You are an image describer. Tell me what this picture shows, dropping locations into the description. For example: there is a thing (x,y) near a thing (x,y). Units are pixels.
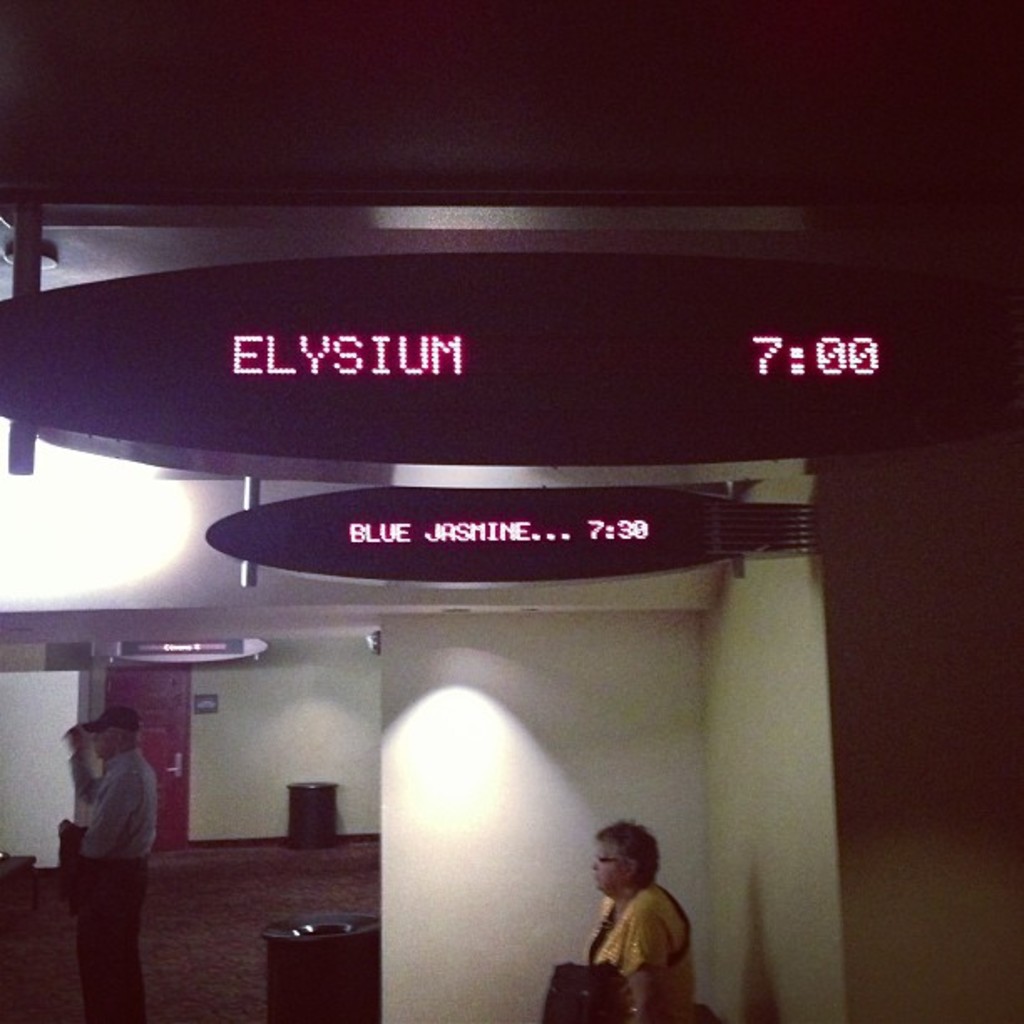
This picture seems to be clicked inside. In the foreground (650,938) we can see the two persons (637,985) standing on the ground (254,975) and we can see there are some objects (353,946). At the top (445,319) we can see the digital screens (443,413) on which we can see the text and the numbers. In the background (282,701) we can see the wall (316,694) and a wooden door (158,715) and we can see the light (110,548).
